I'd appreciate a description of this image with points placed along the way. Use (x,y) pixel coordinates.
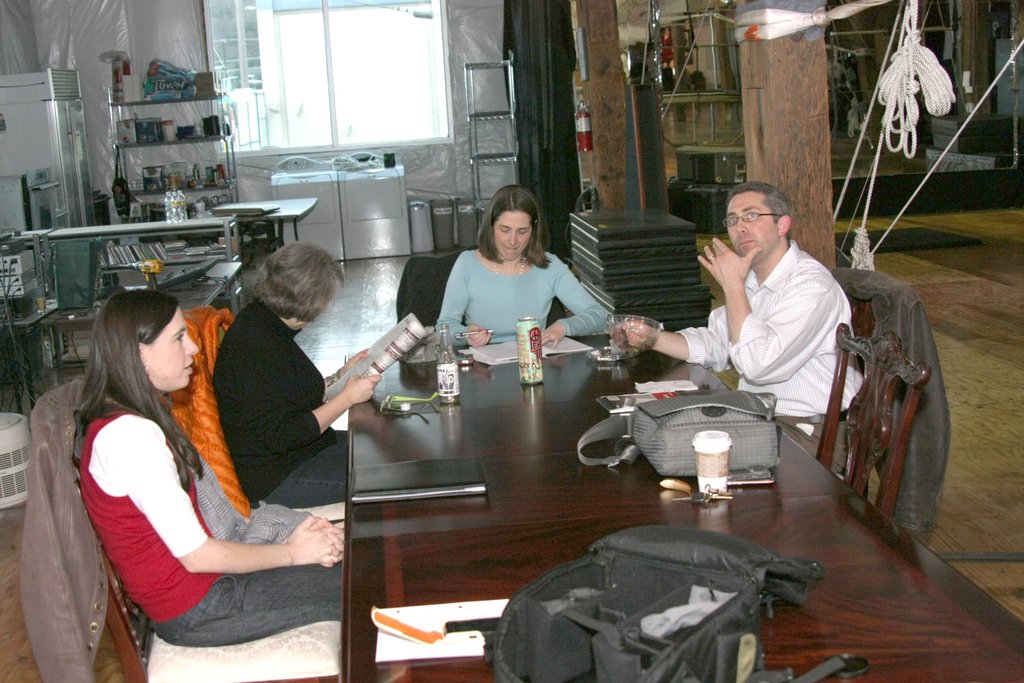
This image is clicked in a room (699,385). There is a table (852,519), chairs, refrigerator (66,110), windows (389,74), shelves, ropes (872,106) on the right side (950,103). There are people (290,488) sitting on chairs (840,327) around the table (678,502). on the table (506,573) there are bottle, tin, bag (651,451), Cup (713,488), paper (455,613), laptop (460,483), glass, water bottle (181,206).
